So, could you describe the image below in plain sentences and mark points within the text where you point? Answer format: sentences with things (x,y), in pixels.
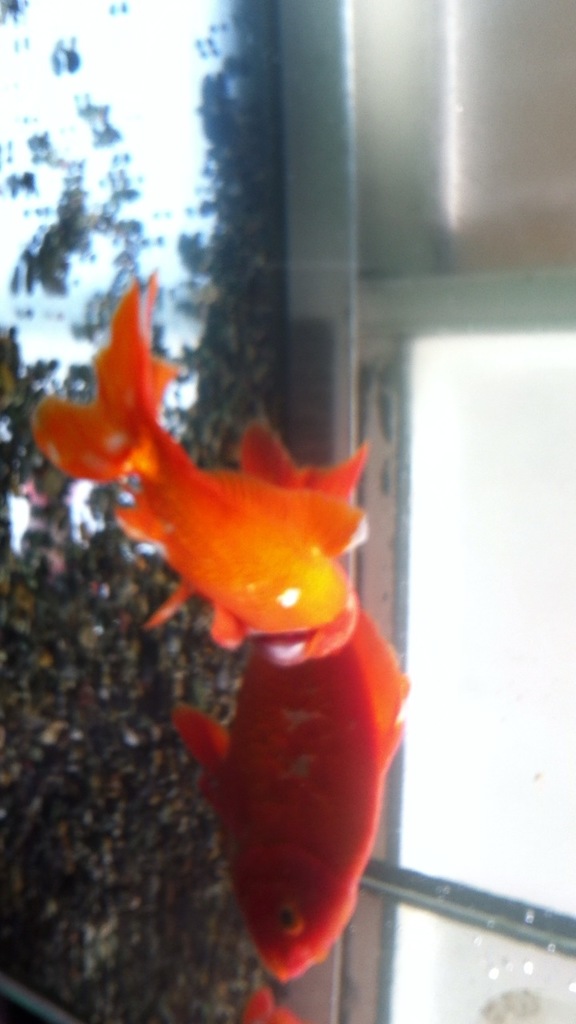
In this picture we can see two fishes (291,673) in the water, these two fishes (334,669) are of orange color.
